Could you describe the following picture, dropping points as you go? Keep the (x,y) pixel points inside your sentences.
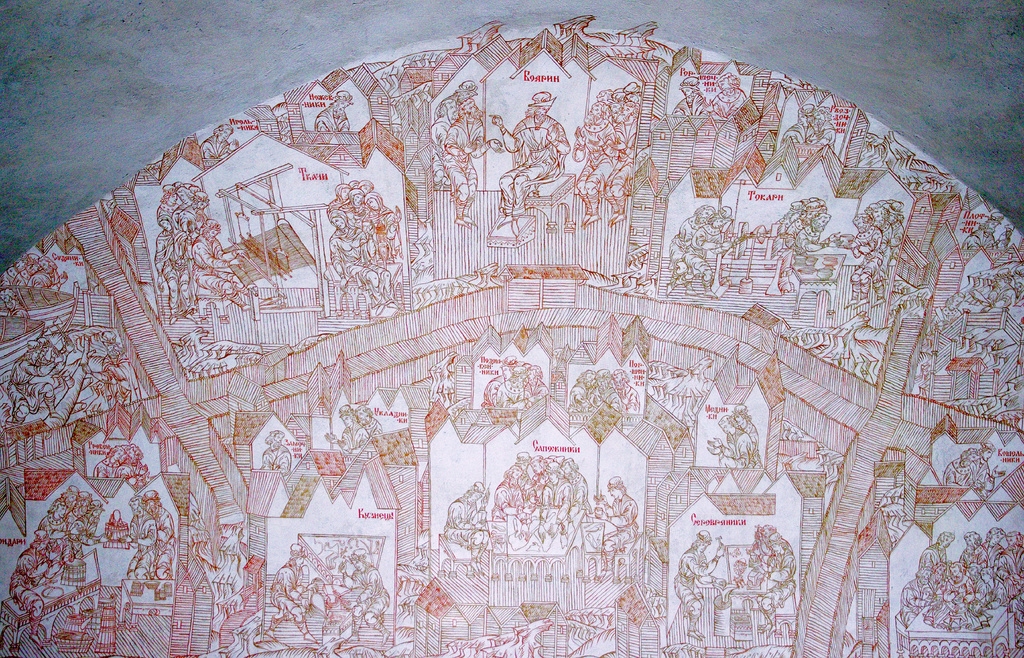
In this image we can see there are many picture (357,213) drawn on the wall (624,78).
